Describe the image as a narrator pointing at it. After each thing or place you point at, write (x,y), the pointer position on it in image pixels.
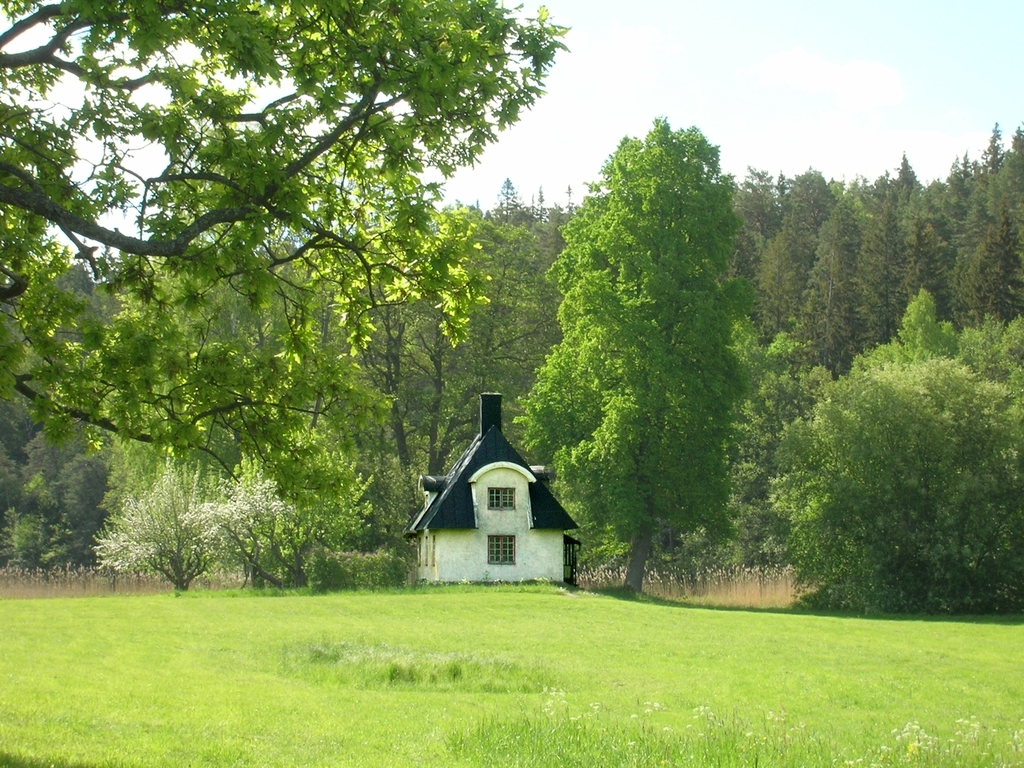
In this image we can see a house (540,563) with a roof (468,502) and windows (495,536). We can also see some grass (434,606), plants (250,581), a group of trees (696,396) and the sky (690,97) which looks cloudy.
